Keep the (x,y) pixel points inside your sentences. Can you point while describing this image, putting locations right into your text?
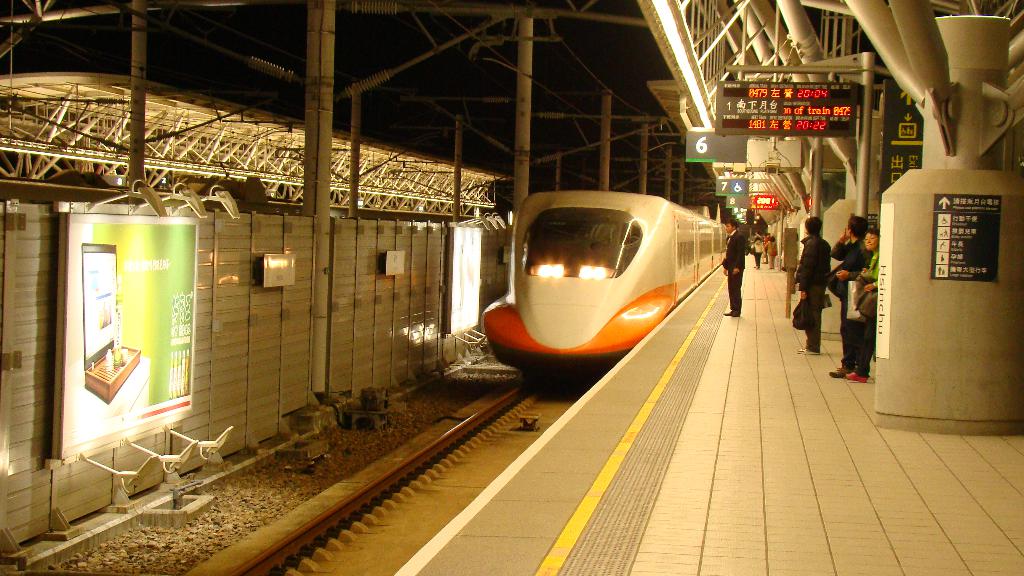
In this image there are few persons (816,337) standing on the platform (756,434). A train (533,366) is on the rail track (411,487). Left side (11,449) there is a wall (36,303) having a board (89,368) attached to it. Right side (731,139) there are few boards (796,104) attached to the poles (864,87).
